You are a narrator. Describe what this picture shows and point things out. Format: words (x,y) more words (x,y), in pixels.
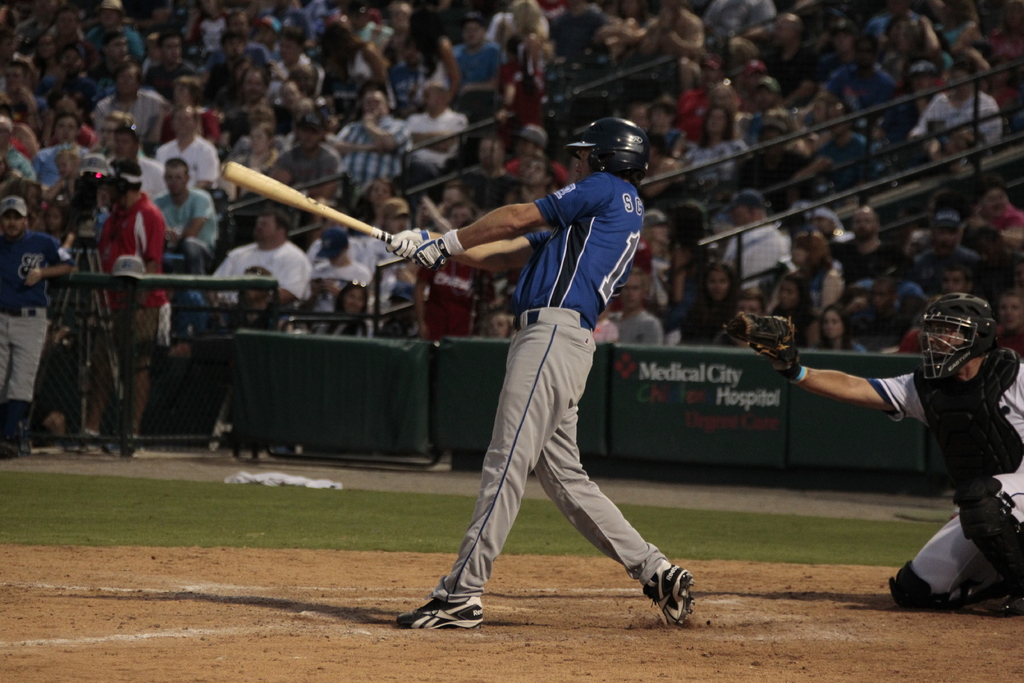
This is the man (514,359) standing and holding a baseball bat (317,213). On the right side of the image (921,415), I can see another person (970,546) sitting on his knee (922,577). There are groups of people (337,73) sitting and watching the game. This looks like a video recorder (88,236) with a tripod stand (92,248). There are few people (124,245) standing. I think these are the hoardings (664,388). This is a ground (277,528).
